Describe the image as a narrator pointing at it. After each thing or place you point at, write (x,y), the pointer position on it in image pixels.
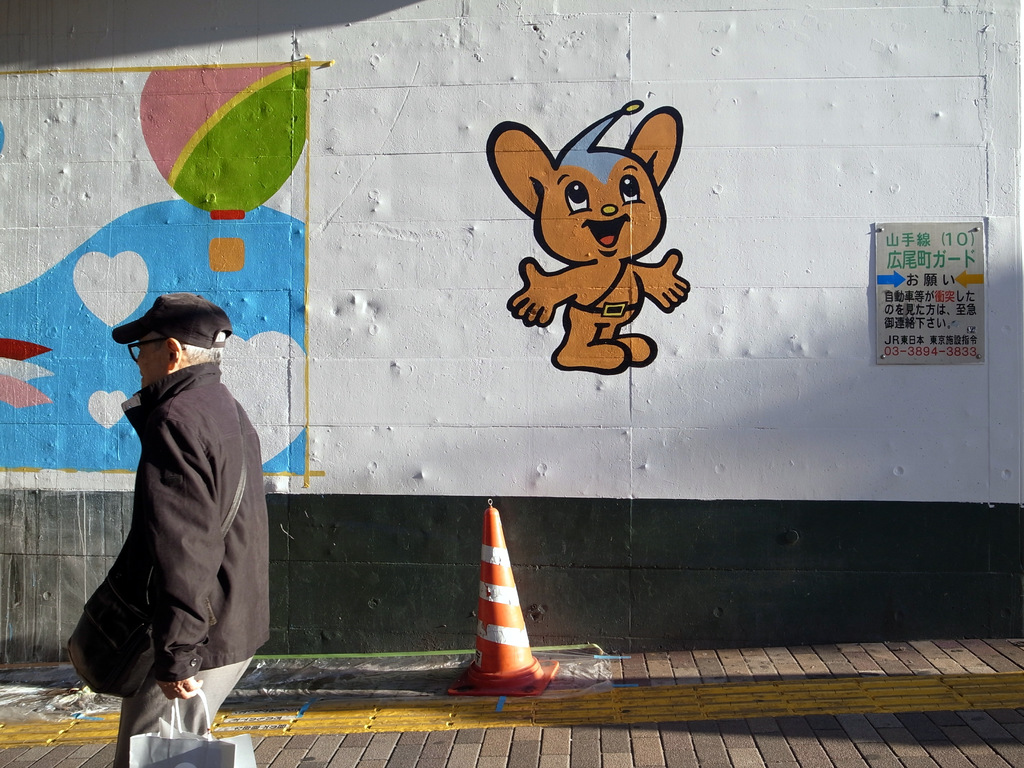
In this picture I can see a man (161,345) standing and holding a bag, there is a cone barricade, and in the background (44,457) there are paintings (674,293) and a board (949,257) on the wall (663,318).
